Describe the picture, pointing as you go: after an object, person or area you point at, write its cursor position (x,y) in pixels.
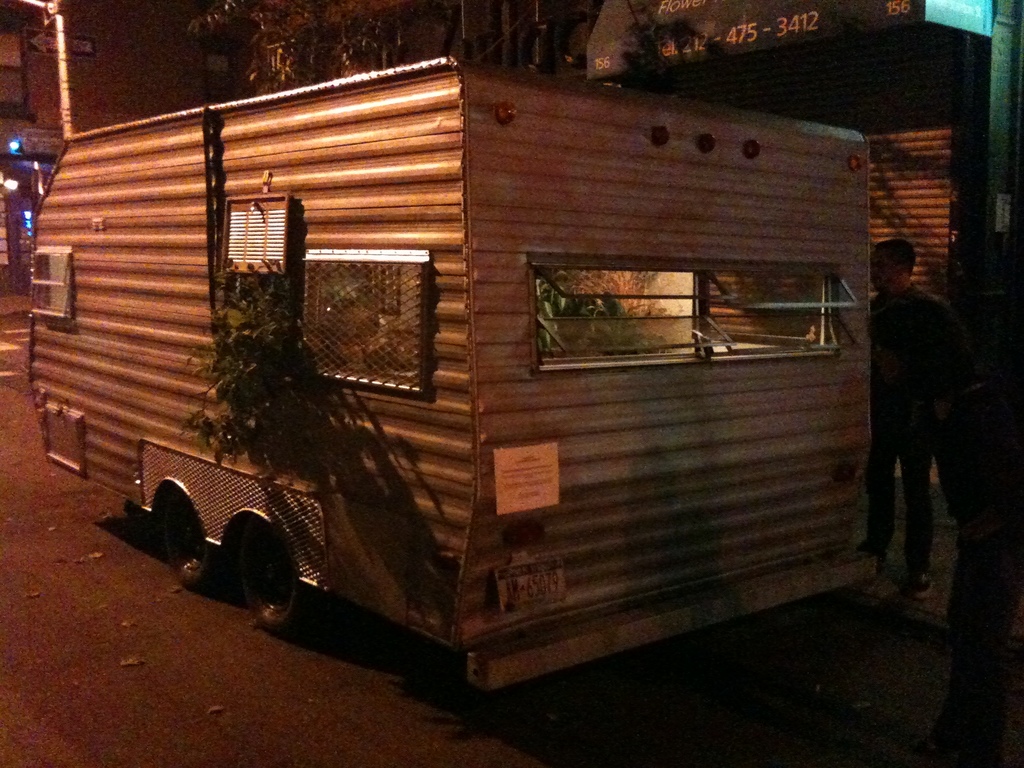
In this image I can see a vehicle (639,399) and I can see a window (596,308) and plant (265,341) on the vehicle (551,404) and in front of the vehicle (634,428) I can see a person (900,352) on the right side (896,337), at the top (714,16) I can see building (175,94) and tree (373,18) and light (14,139).
